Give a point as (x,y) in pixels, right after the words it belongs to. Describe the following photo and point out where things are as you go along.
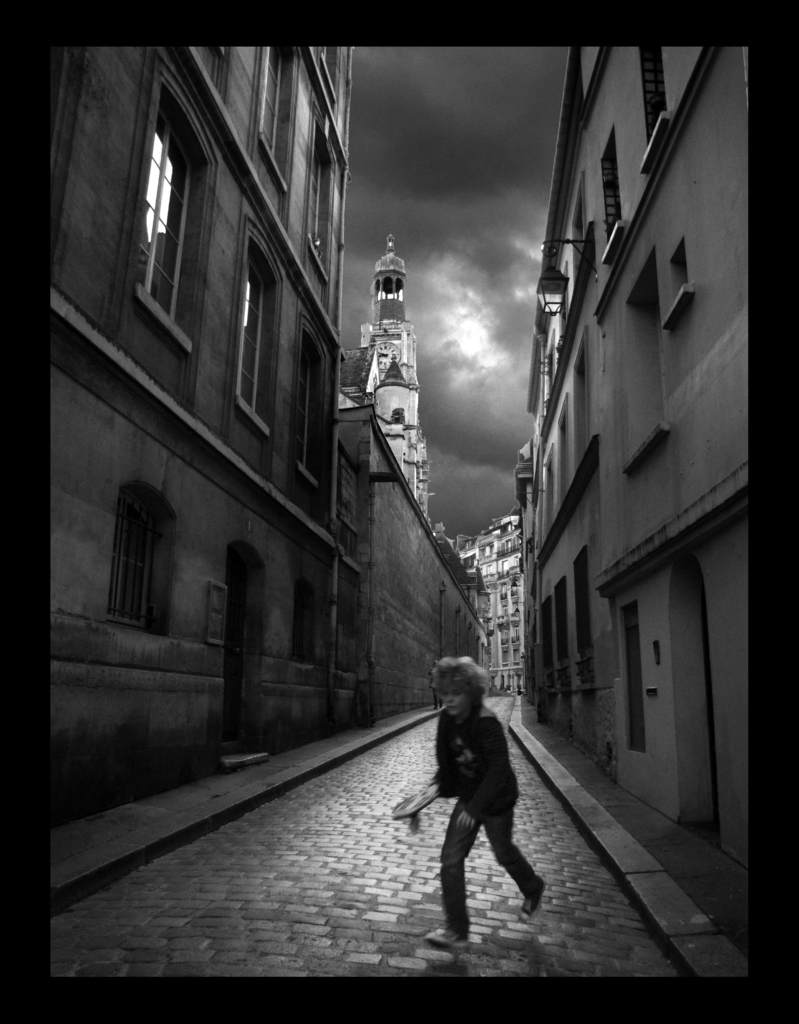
This is the black and white image where we can see a person (491,837) walking on the road (496,879). On the either side of the image we can see buildings (630,580) and in the background (498,111), we can see the cloudy sky (471,378).
